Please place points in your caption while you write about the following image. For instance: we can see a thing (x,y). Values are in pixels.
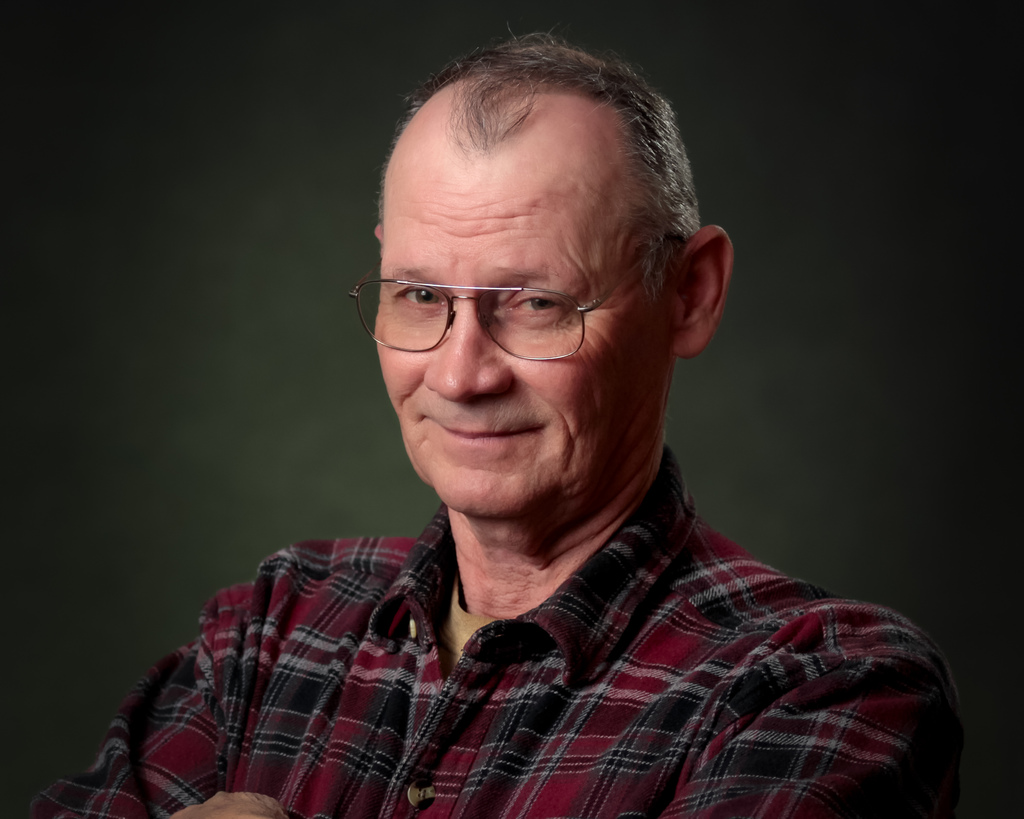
In the center of the image (519,423) we can see a man (549,620) wearing glasses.
